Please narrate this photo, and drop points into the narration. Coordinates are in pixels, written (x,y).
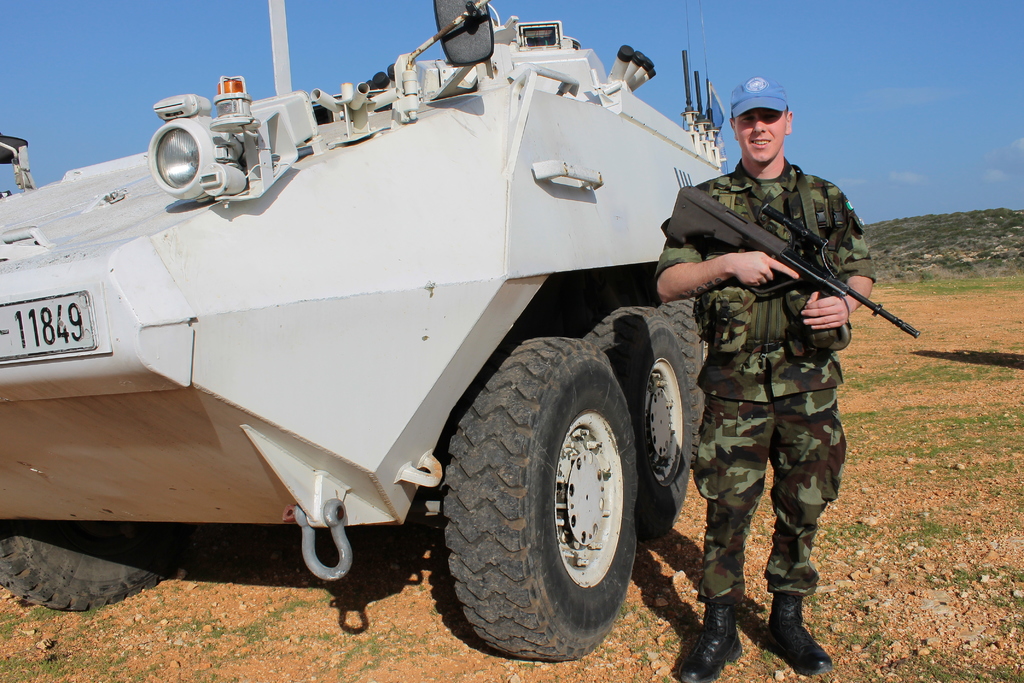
In this picture we can see a man (745,370) in the army dress (759,303) and he is holding a gun (726,215). On the left side of the man (777,336) there is an armored vehicle (474,333). Behind the man (764,265), there is a hill (887,241) and the sky (883,115).
